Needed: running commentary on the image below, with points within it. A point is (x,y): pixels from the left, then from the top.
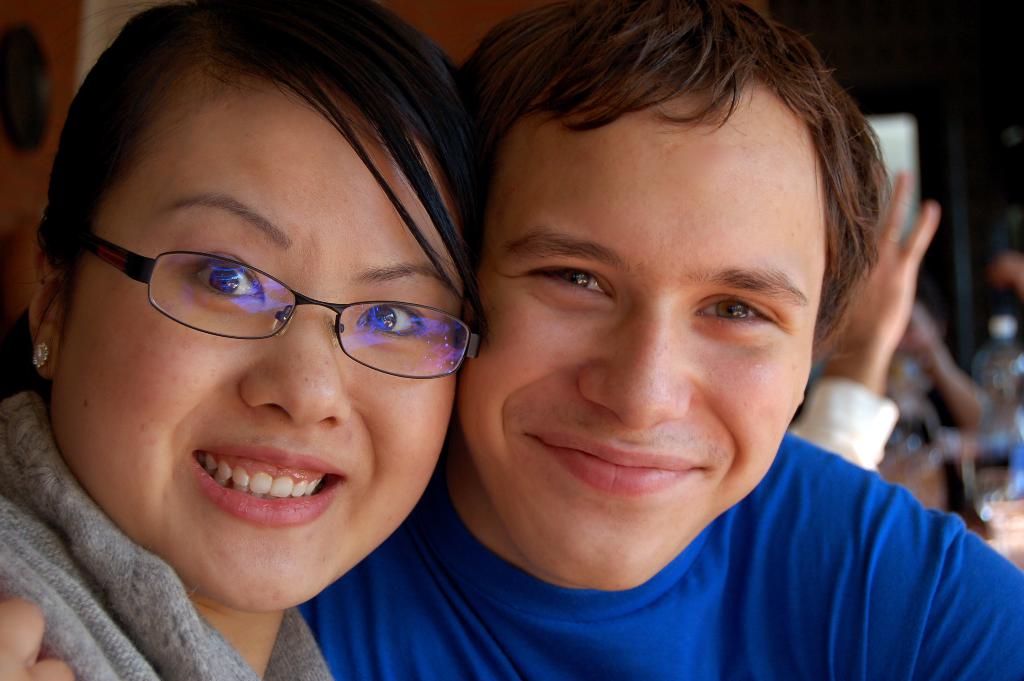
In this image we can see a man (570,345) and a woman (347,401) in the foreground (587,467). Behind them, we can see few persons (846,334) and a wall (418,15). On the right side (993,431), we can see few objects (999,490).
